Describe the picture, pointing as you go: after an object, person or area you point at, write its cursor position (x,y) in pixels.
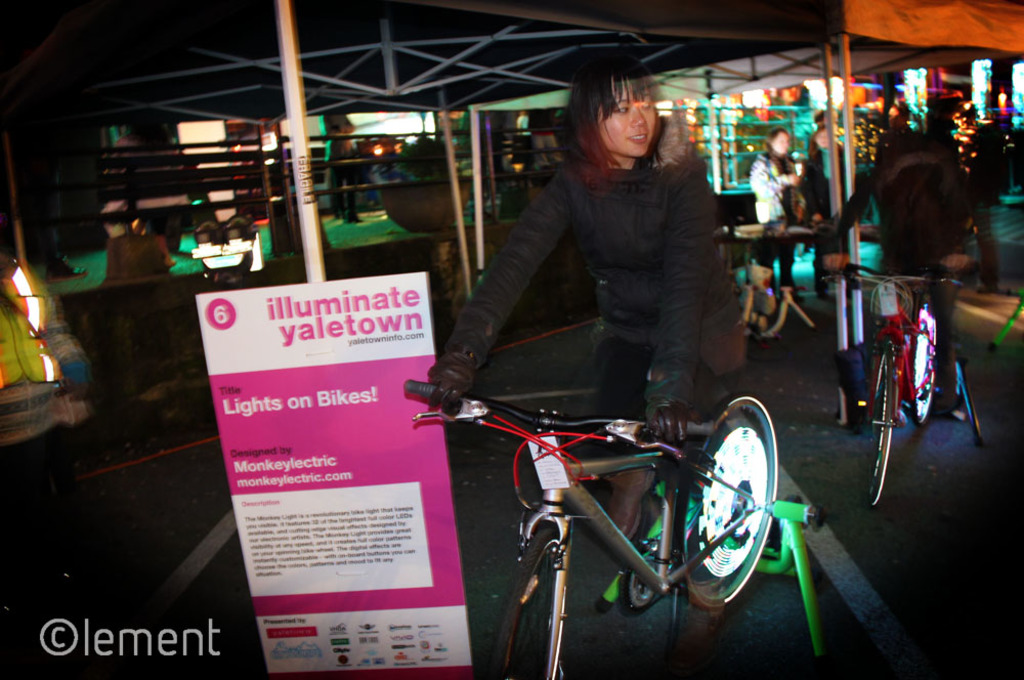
Two women (604,118) are riding bicycles (652,464) which are kept on a stand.
